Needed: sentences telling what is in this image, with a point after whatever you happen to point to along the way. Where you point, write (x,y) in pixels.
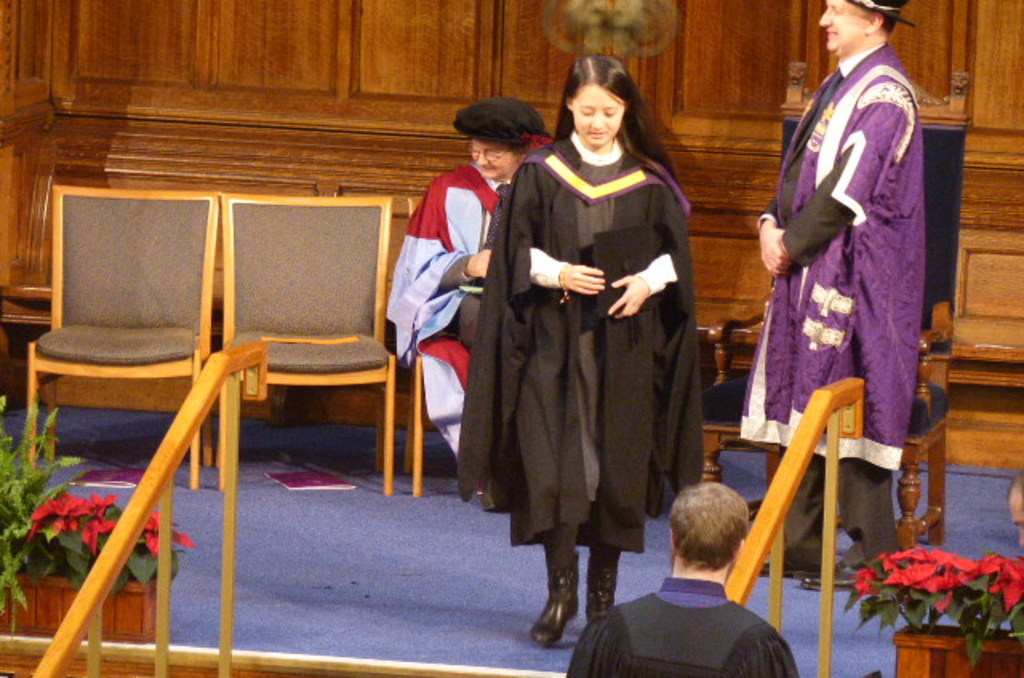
In this image I can see few people (890,443) where one is sitting and rest all are standing. I can also see few plants (975,608) and chairs (927,119).
